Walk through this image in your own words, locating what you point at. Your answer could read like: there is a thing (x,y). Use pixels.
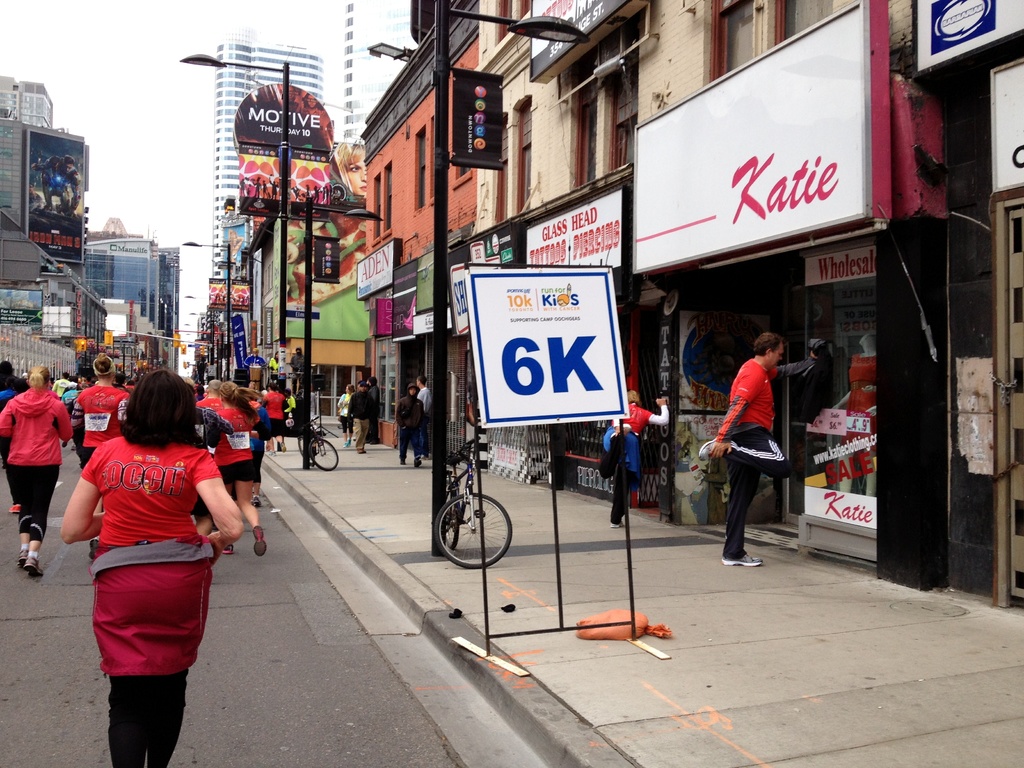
In this picture we can see so many buildings (720,409) beside the road (270,589) and some are running on the road (78,650).
